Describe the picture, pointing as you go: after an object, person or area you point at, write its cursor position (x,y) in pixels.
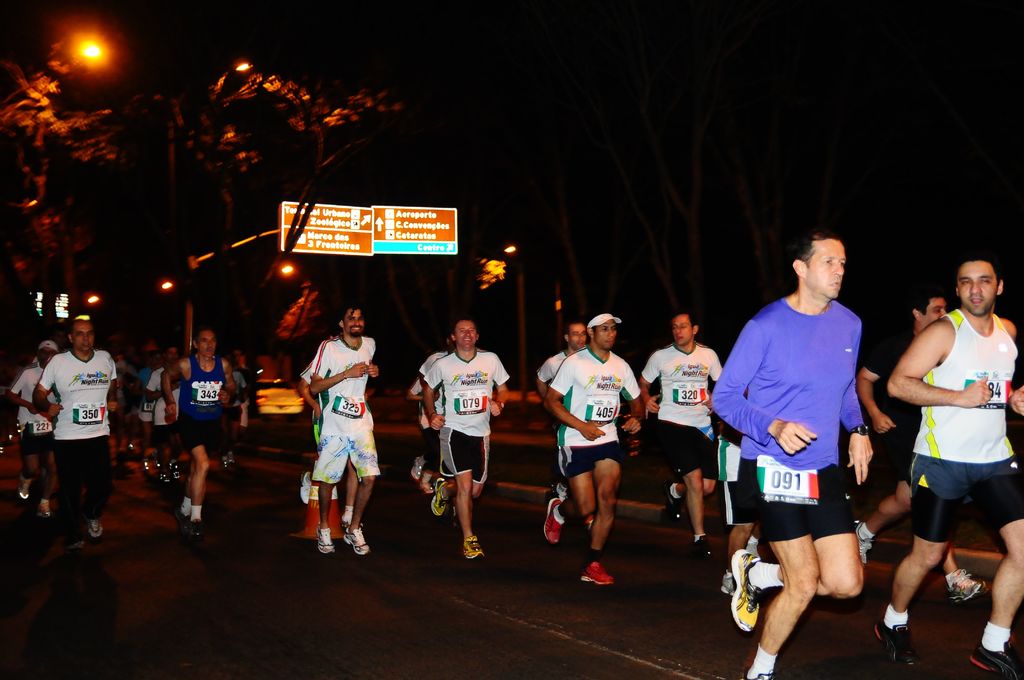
In this image I can see a road (404,542) and on it I can see number of people (898,510) are running. I can also see number of papers (779,488) on their clothes (735,489) and on these papers (796,471) I can see something is written. I can also see an orange colored traffic cone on the road (388,476). In the background (20,136) I can see number of trees (35,134), number of lights (66,312), two boards (414,215) and on it I can see something is written.
